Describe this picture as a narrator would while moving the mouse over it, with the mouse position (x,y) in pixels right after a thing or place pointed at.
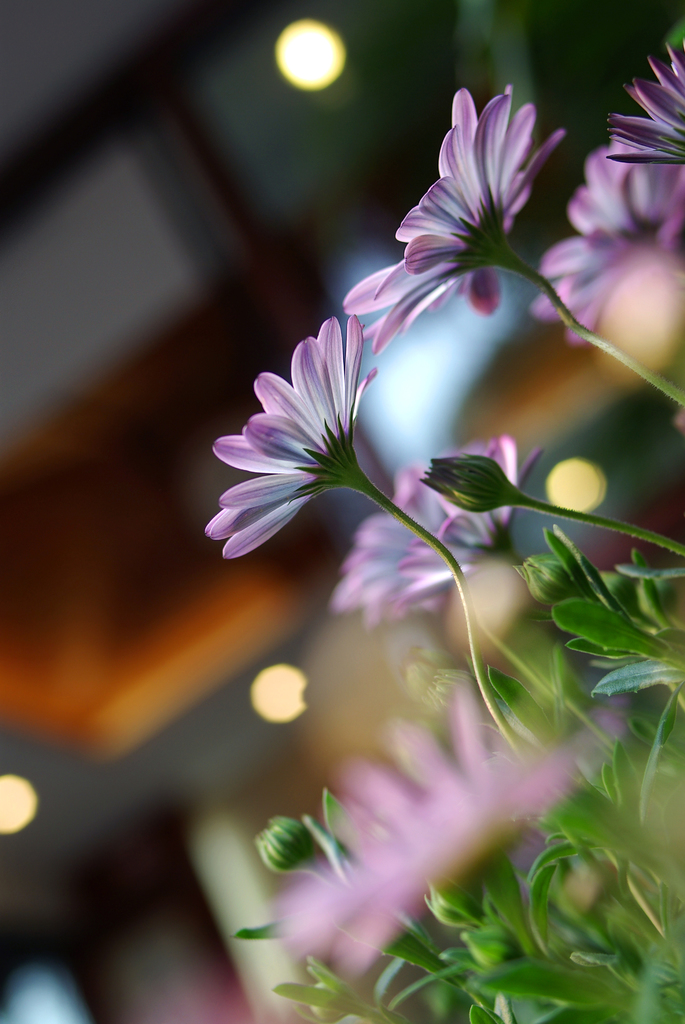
In the center of the image (402,590) we can see plants (589,619) and flowers (596,201), which are in pink and white color. In the background (214,864) there is a wall (214,864), roof (131,424), lights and a few other objects (231,865).
